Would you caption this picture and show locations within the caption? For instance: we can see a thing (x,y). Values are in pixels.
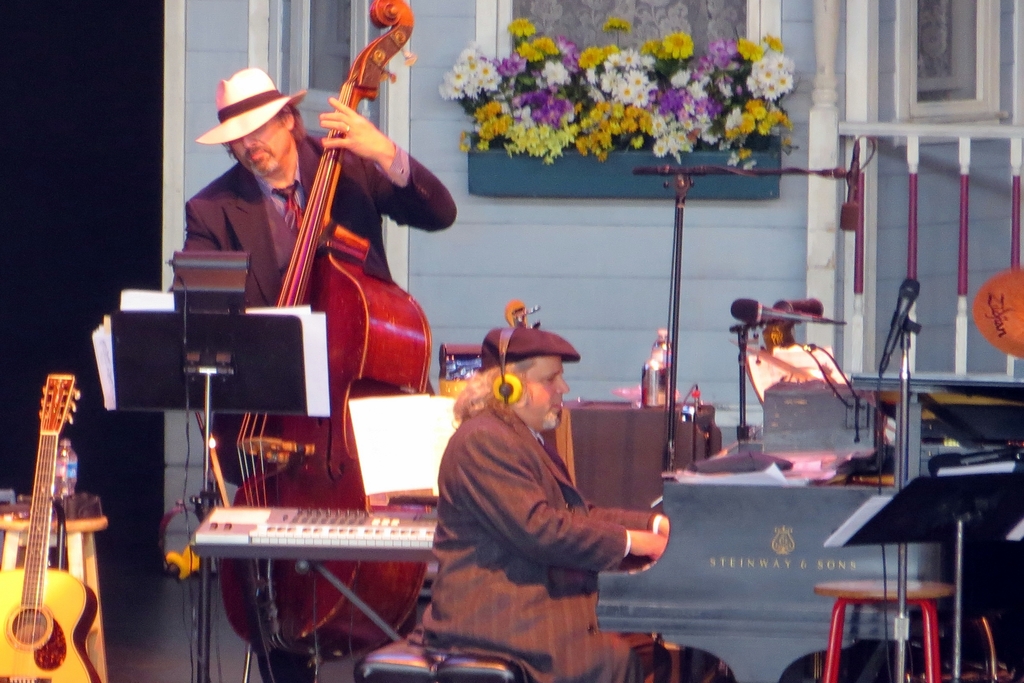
As we can see in the image there is a wall (452,111), bouquets (565,106) and two people (351,117) over here and the man (290,101) who is standing here is holding double bass (336,293) and right side there are musical instruments (911,571).
